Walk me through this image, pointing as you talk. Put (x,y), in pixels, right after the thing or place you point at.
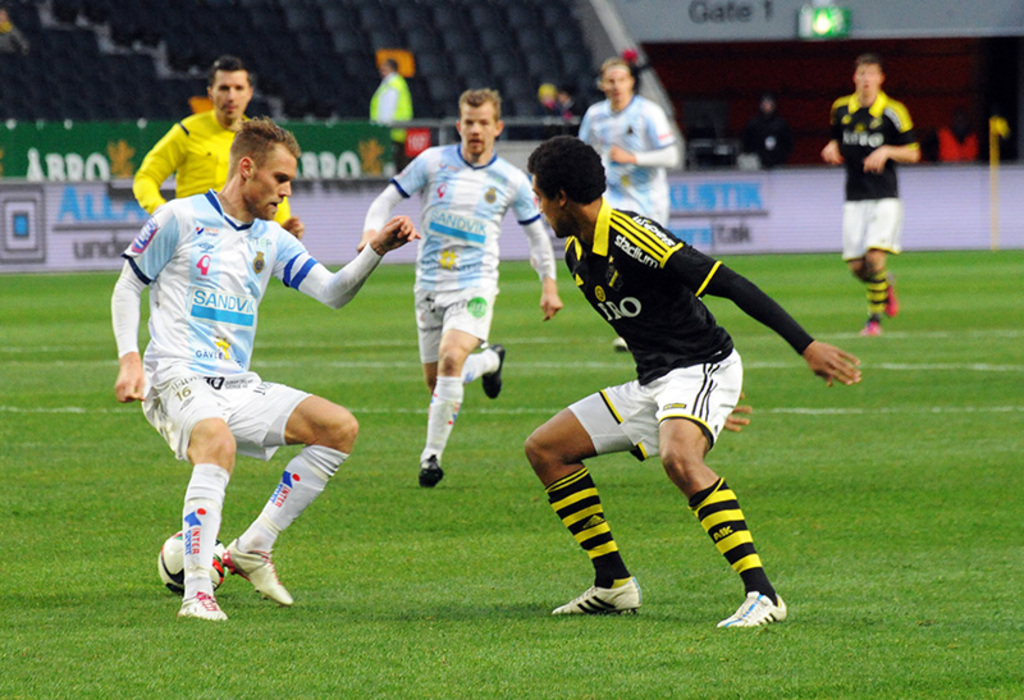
In the image in the center (441,357) we can see one ball (168,567) and few people (483,159) were running. In the background (374,61) we can see chairs (475,54), banners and few people (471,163).
